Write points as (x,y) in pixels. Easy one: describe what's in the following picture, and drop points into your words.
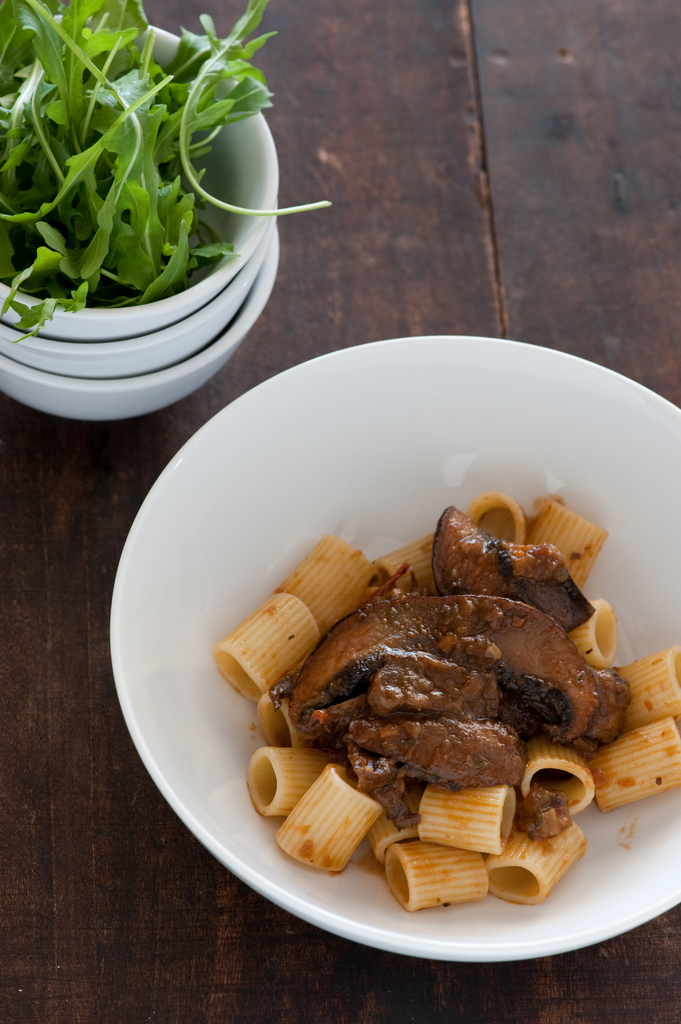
In this picture there is food (593,693) in the bowl (323,478) and there are leafy vegetables (149,166) in the bowl (232,148). There are bowls (201,357) on the wooden object (68,972).
